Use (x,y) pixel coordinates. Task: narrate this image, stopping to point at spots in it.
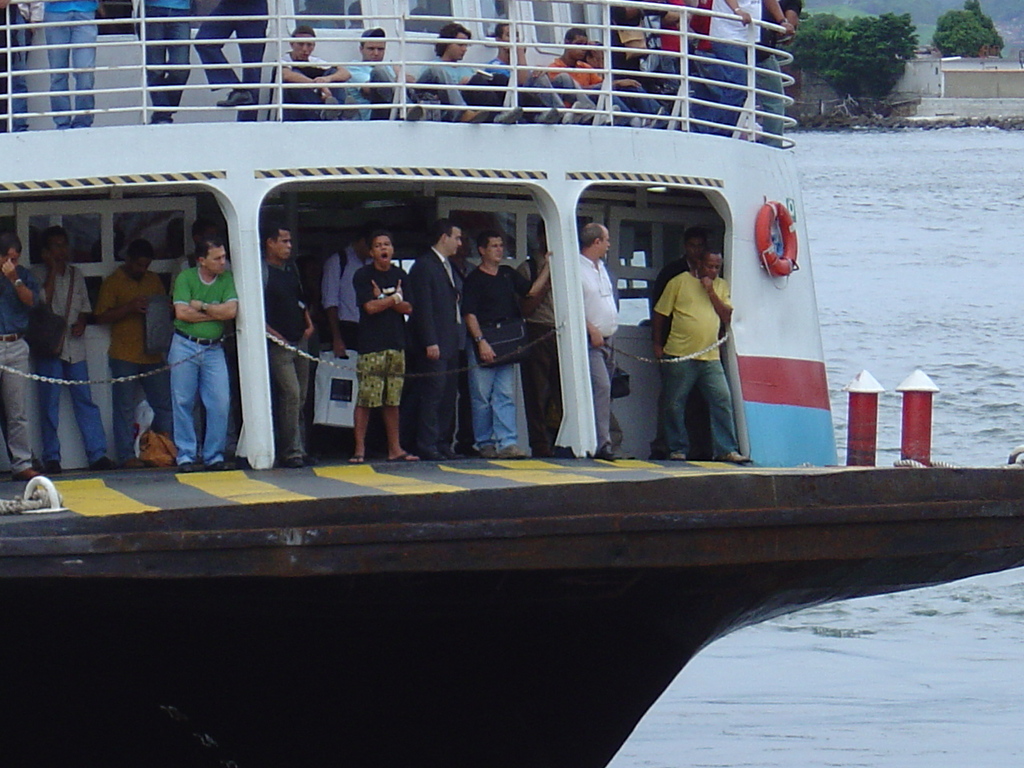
In this image I can see a ship (176,705). There are group of people (524,341), there are trees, buildings (907,88) and there is water (865,143).
